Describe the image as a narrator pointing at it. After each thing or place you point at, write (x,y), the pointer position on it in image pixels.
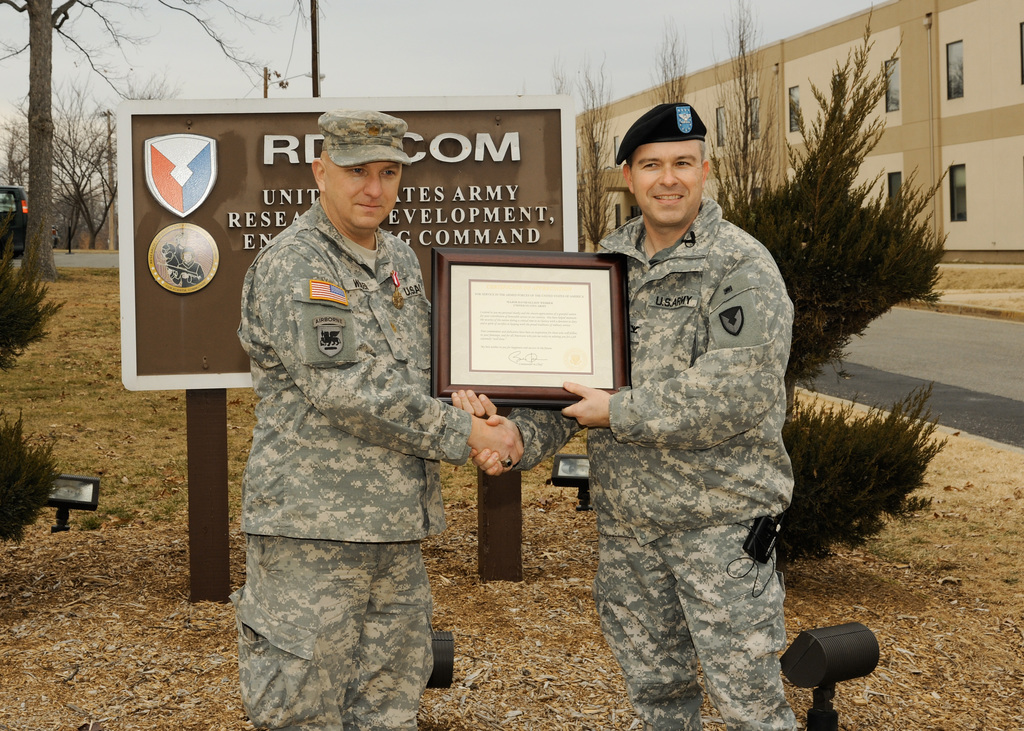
In this picture I can observe two soldiers (390,401) standing on the land (124,648). They are holding a photo frame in their hands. Both of them are smiling. Behind them there is a brown color board (166,338). I can observe some text (264,217) on the board (159,324). There are some plants (823,268) in this picture. On the right side (960,212) there is a building (974,212). In the background (580,40) I can observe a sky (470,41).
